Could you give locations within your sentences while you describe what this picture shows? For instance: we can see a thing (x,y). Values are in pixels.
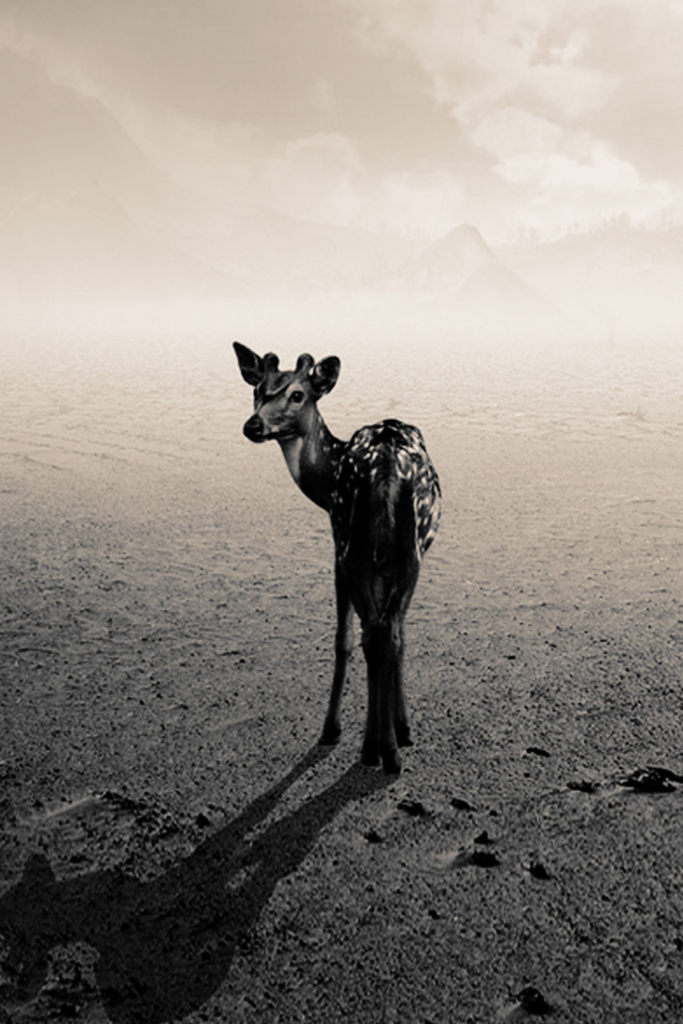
In this image, I can see an animal (376,547) on the ground (348,762). In the background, I can see mountains (539,308) and the sky (121,12). This image taken, maybe during day.
